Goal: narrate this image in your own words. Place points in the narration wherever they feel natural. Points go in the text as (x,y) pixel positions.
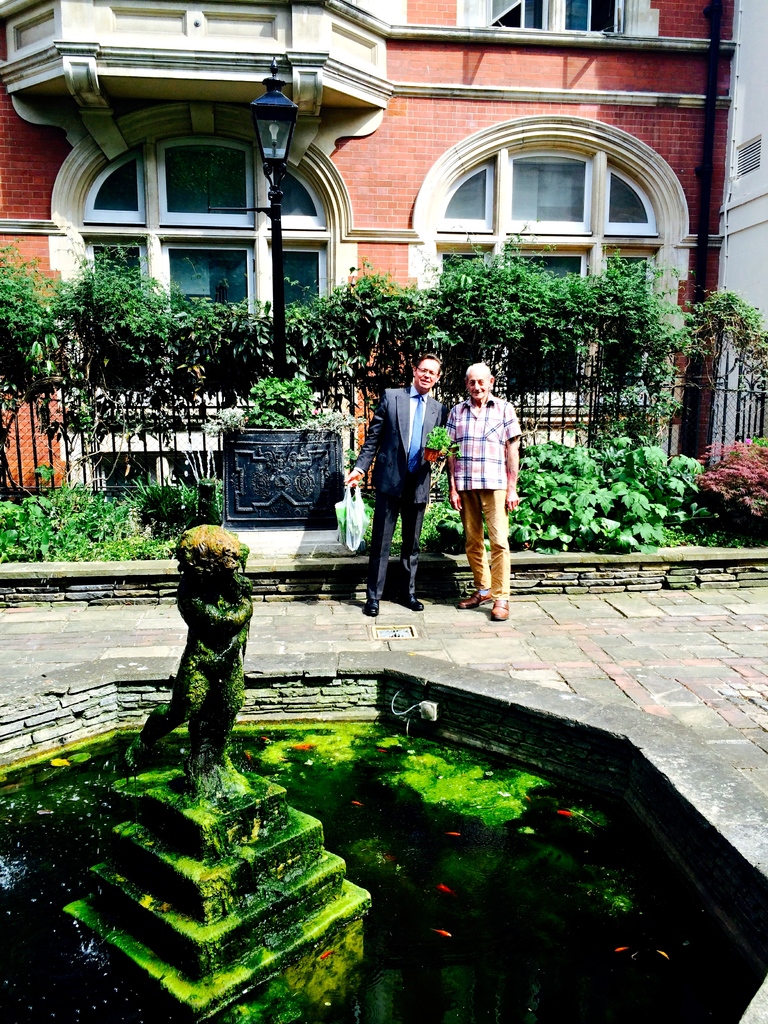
In this picture, it seems to be there is a green color statue (194,673) on the left side of the image (176,723) inside a water pond (335,761) and there are two men (426,402) those who are standing in the image and there is a lamp pole (288,119) in the image, there is greenery (6,334) and a building (192,218) in the image.
